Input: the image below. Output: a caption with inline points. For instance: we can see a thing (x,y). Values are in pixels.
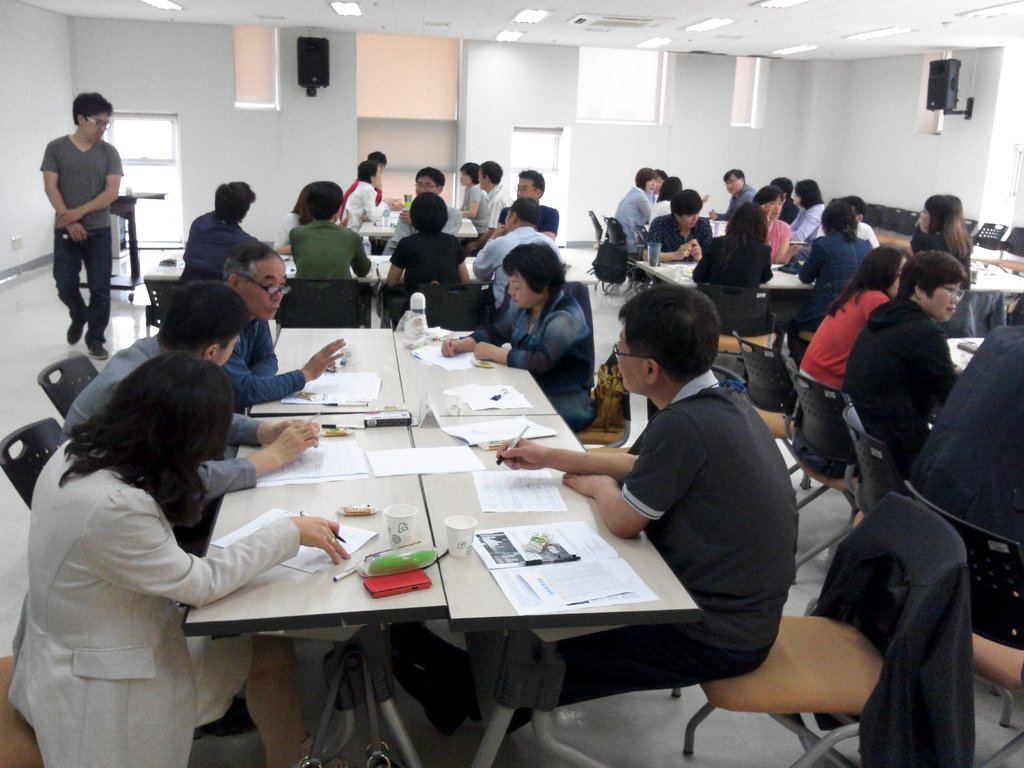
In this image i can see a group of people (271,257) sitting on the chairs (791,705) in front of a table (319,422) and on the table (424,534) i can see few papers (579,537), coffee cups (460,550), pens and mobiles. To the left of the image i can see a person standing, and in the background (267,133) i can see a wall (281,139) and a set of speakers (954,82).
